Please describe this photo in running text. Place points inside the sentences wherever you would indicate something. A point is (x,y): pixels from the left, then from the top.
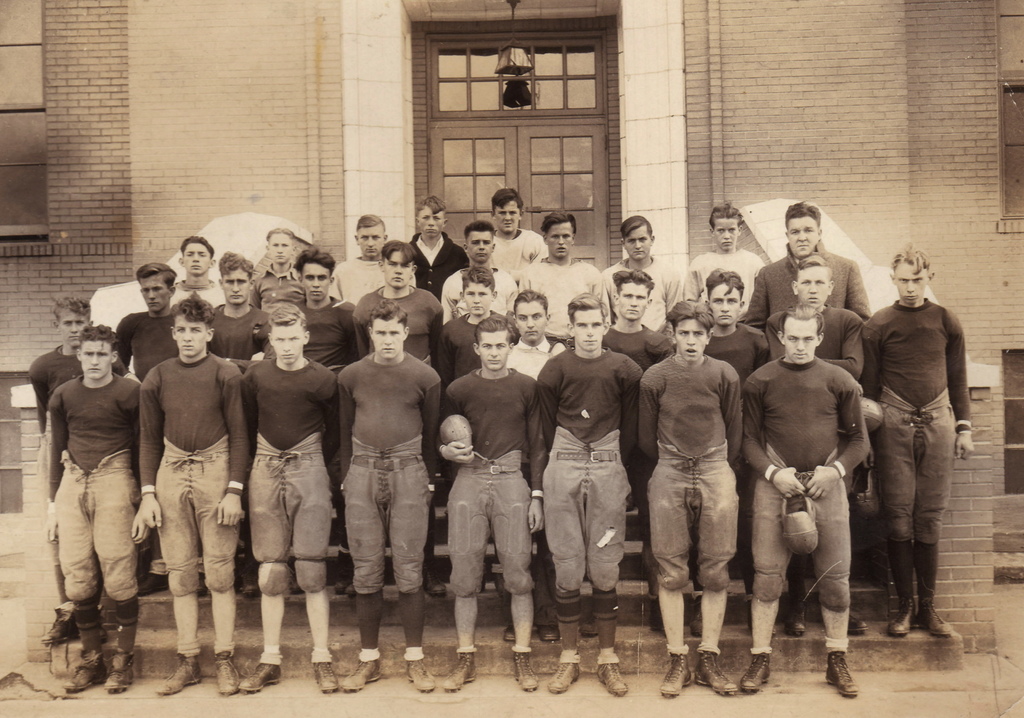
In the picture we can see a black and white photograph in it we can see a group of people (296,464) standing with same dresses (313,555) and in the background (1000,292) we can see a wall (93,136) with a door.
